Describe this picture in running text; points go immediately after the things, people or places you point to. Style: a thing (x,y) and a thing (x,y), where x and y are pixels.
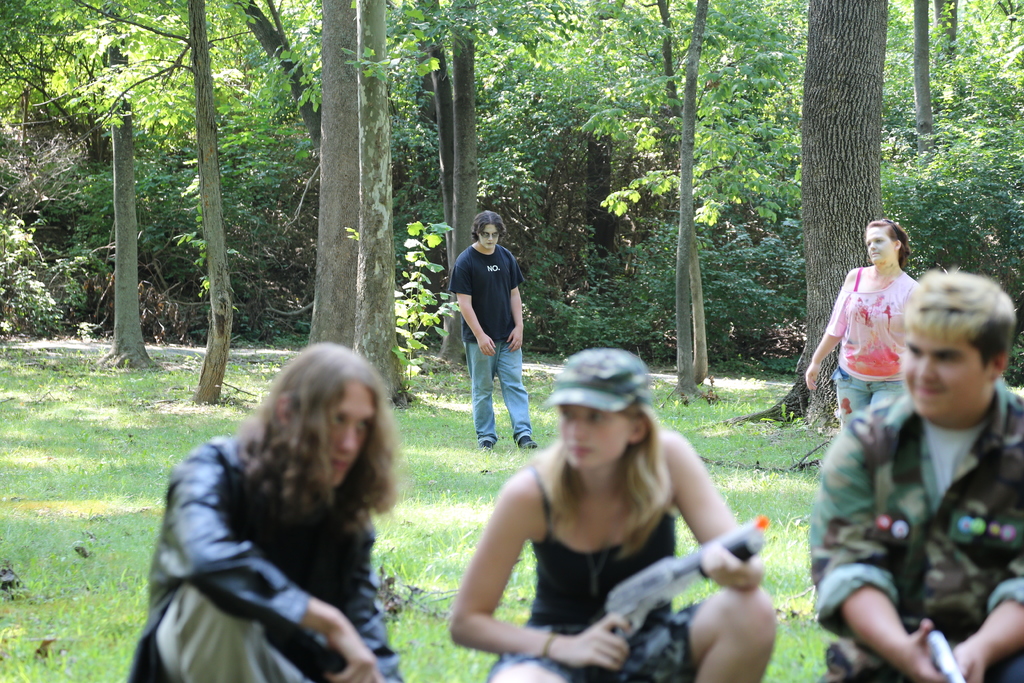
There are three people (606,510) sitting in squat position and two people (472,307) standing. Here is the grass (458,461). These are the trees (603,102) with branches (52,156) and leaves (801,220). This woman (574,583) is holding a weapon (675,569) in her hand (600,640).
